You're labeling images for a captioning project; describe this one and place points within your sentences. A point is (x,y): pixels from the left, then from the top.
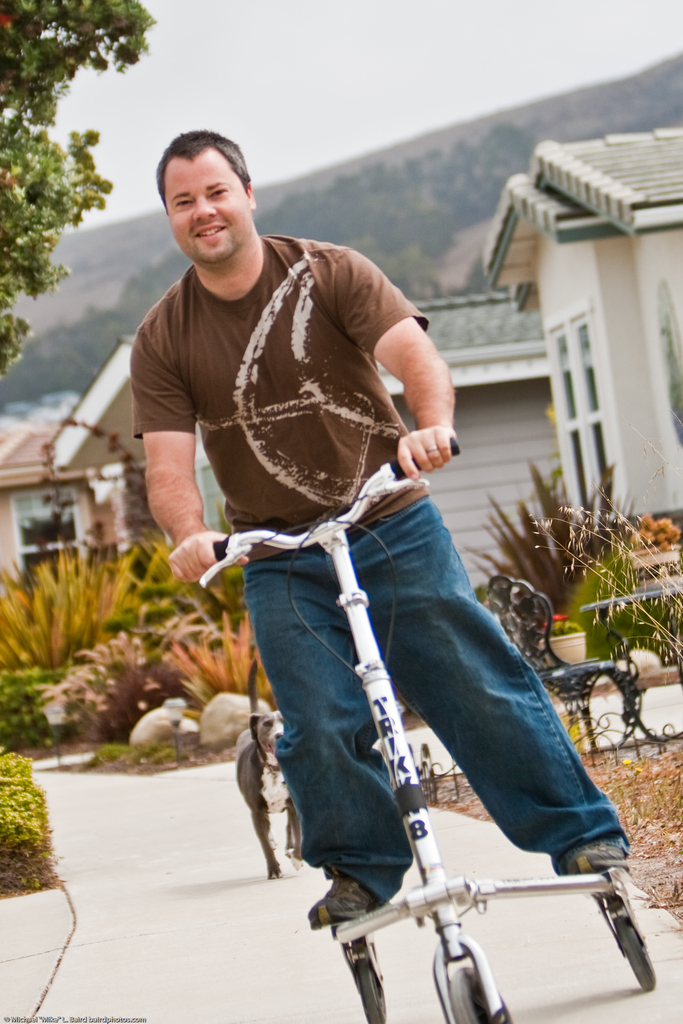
In this image there is a person (523,773) riding some vehicle (621,938), behind him there is a dog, plants (645,545) and building (663,267).
